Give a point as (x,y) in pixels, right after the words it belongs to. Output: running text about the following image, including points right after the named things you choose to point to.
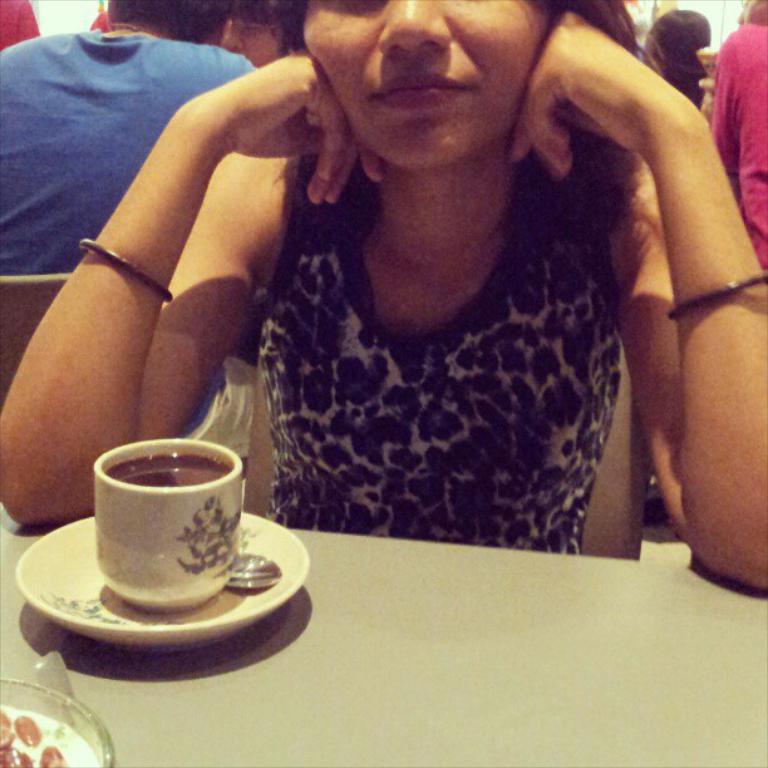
In this picture we can see some persons (396,285) are sitting on a chair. At the bottom of the image (430,662) there is a table (387,656). On the table (285,620) we can see a coffee cup (197,562), plate (232,594) spoon (246,573) are present.
